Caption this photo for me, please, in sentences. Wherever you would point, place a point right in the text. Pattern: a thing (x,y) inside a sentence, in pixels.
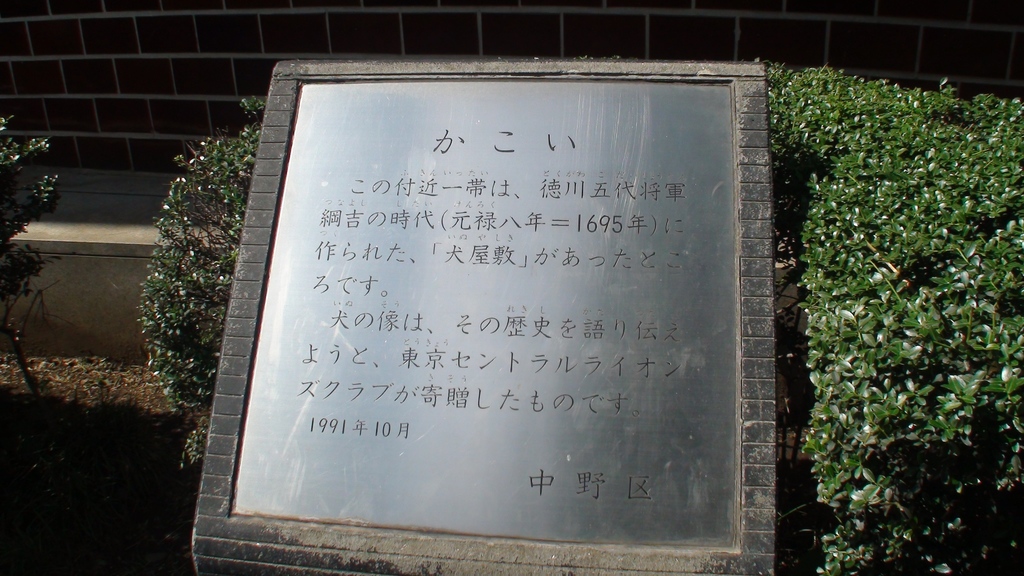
In this picture I can observe a memorial (426,285) in the middle of the picture (470,280). On either sides of the memorial (472,249) I can observe plants (163,220). In the background (444,46) I can observe wall (510,53).
